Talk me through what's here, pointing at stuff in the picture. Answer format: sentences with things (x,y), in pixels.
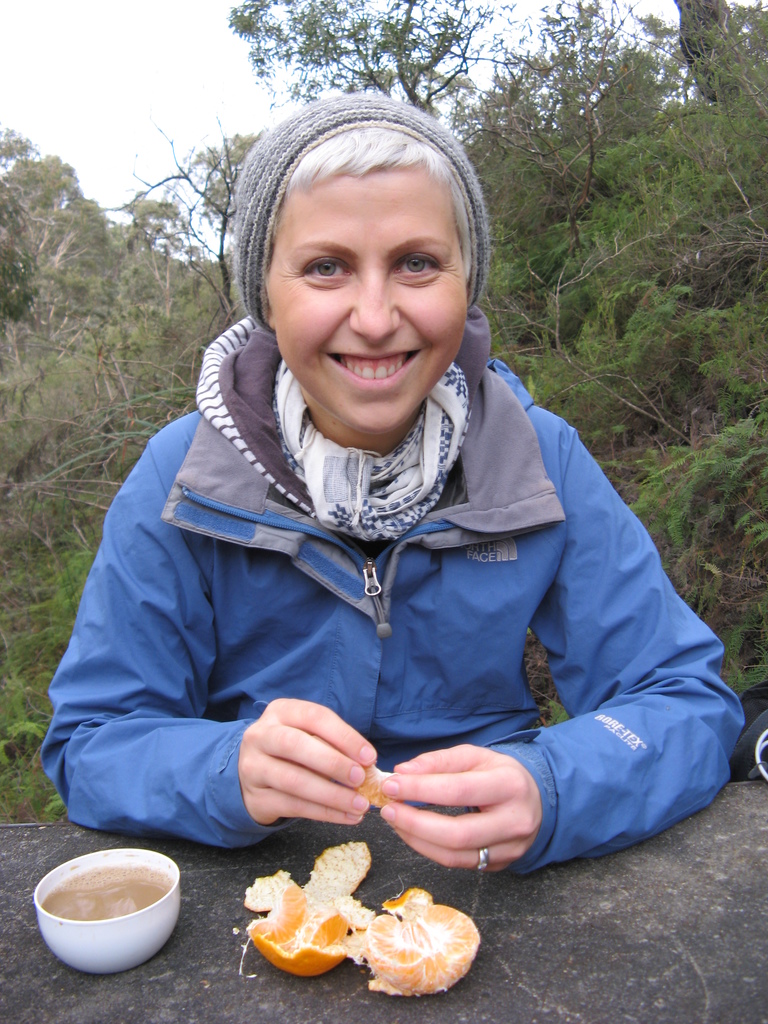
In this picture we can see a woman (384,715) wearing a jacket (345,674), cap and smiling, cup (60,947) with drink (102,874) in it, orange (349,871) and these two are placed on a rock (423,878) and in the background (89,378) we can see trees (62,306), sky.
